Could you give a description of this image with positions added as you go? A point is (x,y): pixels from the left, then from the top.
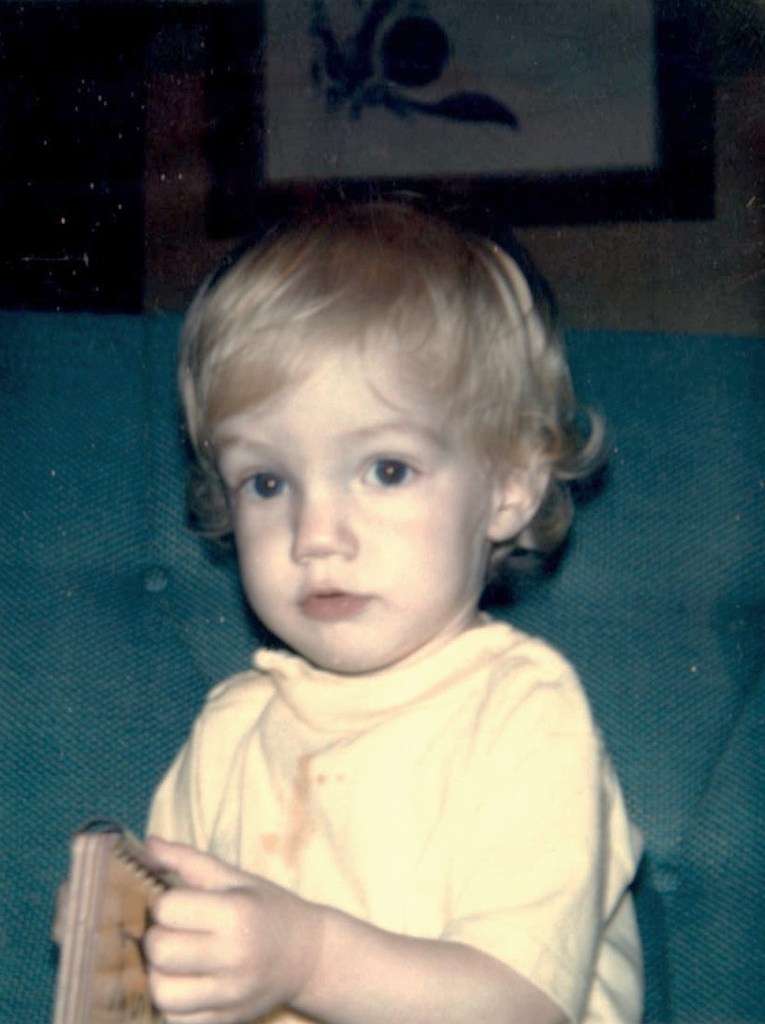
A little cute baby (438,707) is sitting, this baby (549,826) wore a yellow color t-shirt (476,822).
